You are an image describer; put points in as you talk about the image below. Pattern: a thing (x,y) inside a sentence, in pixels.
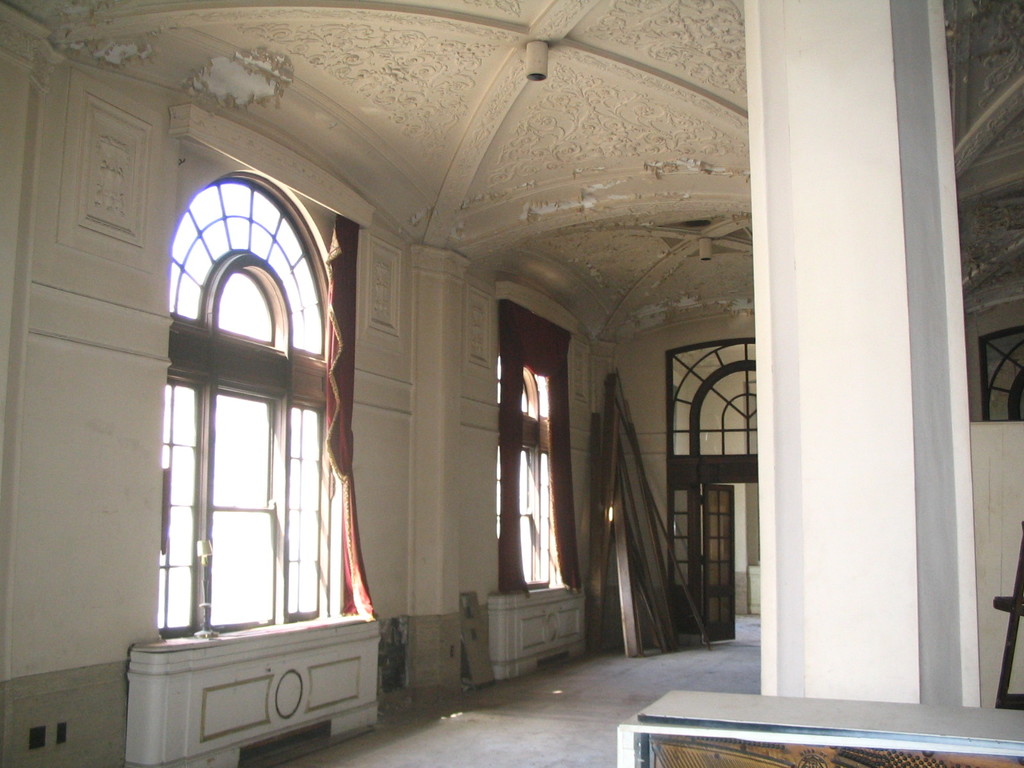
This is the inside picture of the building (714,574) and there are few wooden sticks (660,522) at the corner of the building (635,350).
